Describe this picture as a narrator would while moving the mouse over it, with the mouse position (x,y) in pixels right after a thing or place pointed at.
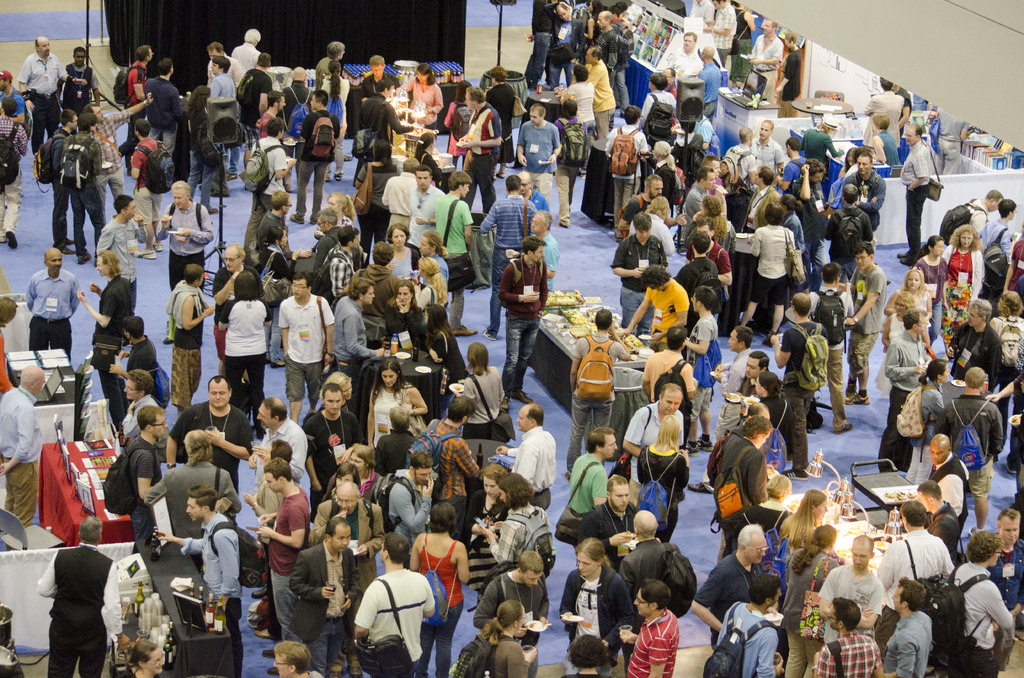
In the picture I can see a group of people (663,75) standing on the floor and they are having the food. I can see the tables (571,292) on the floor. These are looking like books (644,55) on the shelves (660,49) at the top of the picture (668,36). I can see a table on the floor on the top right side (805,107). In the picture I can see a few people (302,273) carrying the bag (606,396) on their back (741,154).
